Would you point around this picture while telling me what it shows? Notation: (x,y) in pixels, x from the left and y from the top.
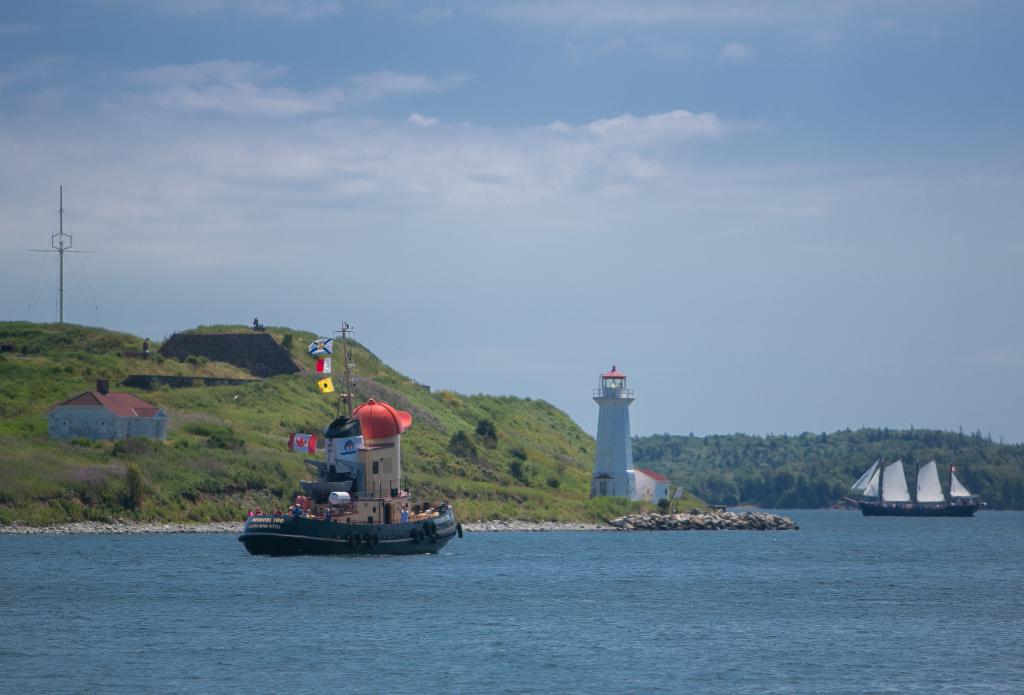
In this image there are boats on the river (551,662), in the background (169,436) there are mountains (846,472), on that mountain (491,464) there are trees (634,446), house (124,408), tower (615,473), pole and the sky (634,216).
